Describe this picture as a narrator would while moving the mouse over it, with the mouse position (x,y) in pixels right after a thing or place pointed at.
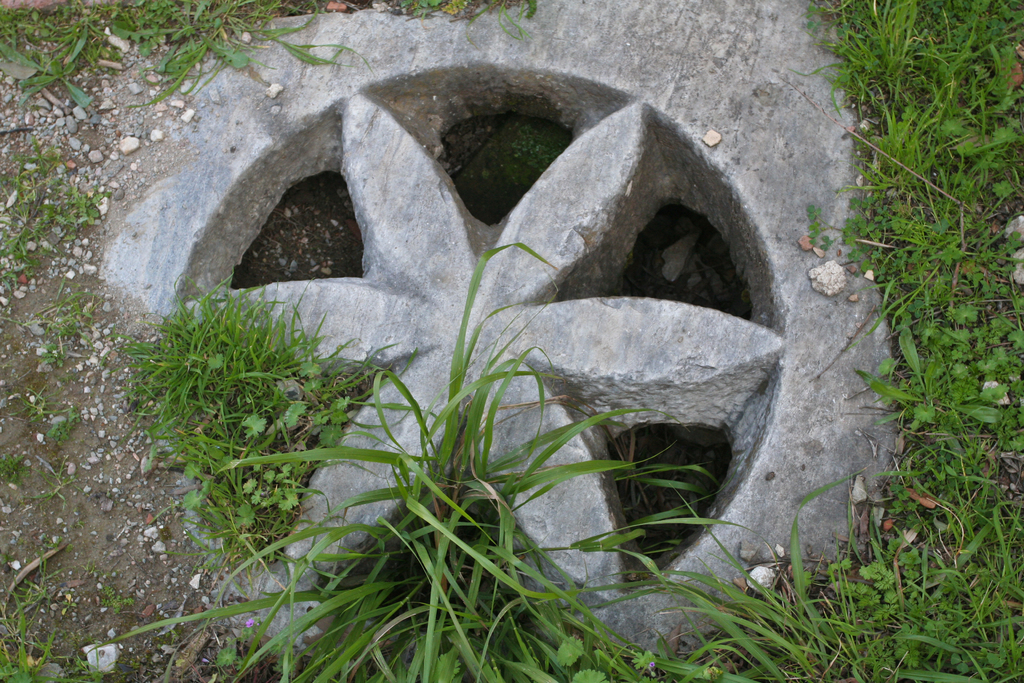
This image consists of a stone (582,492) in the shape of flower (555,504) is kept on the ground (669,537). Beside that there is green grass (276,540) on the ground (44,592).
